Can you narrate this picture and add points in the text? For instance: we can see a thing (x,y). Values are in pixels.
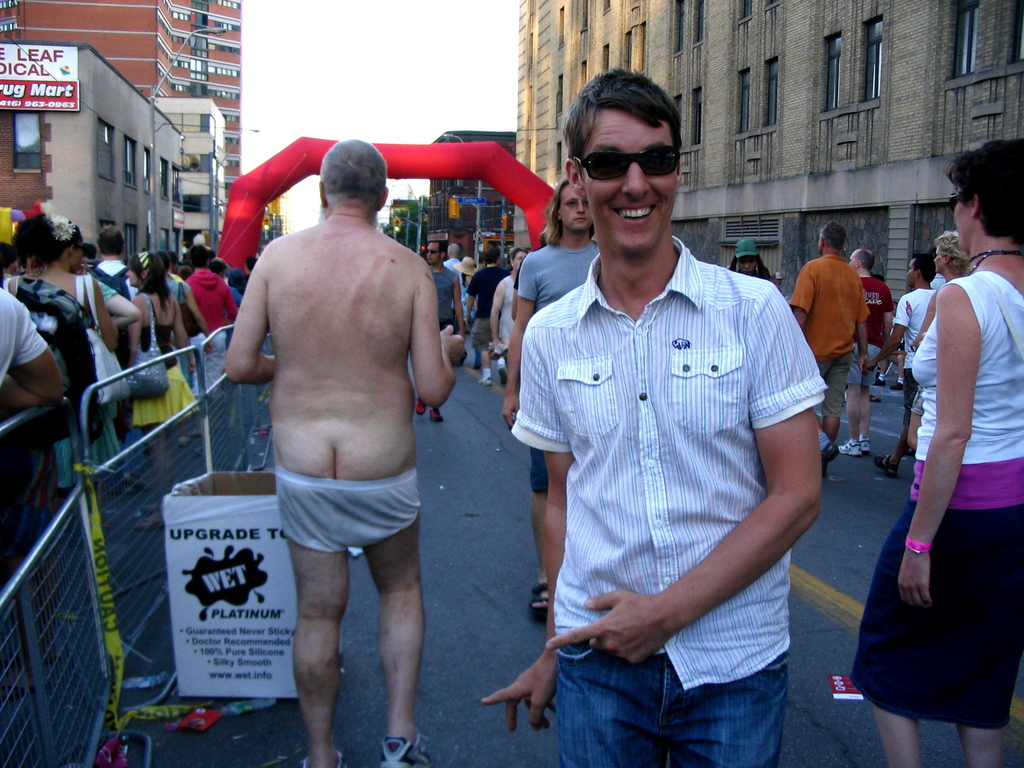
In this image we can see a few people (390,628) on the road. And we can see the metal fencing (196,372). And we can see the many buildings (78,67) and boards (66,60). And we can see the sky (451,84) at the top (438,95).
